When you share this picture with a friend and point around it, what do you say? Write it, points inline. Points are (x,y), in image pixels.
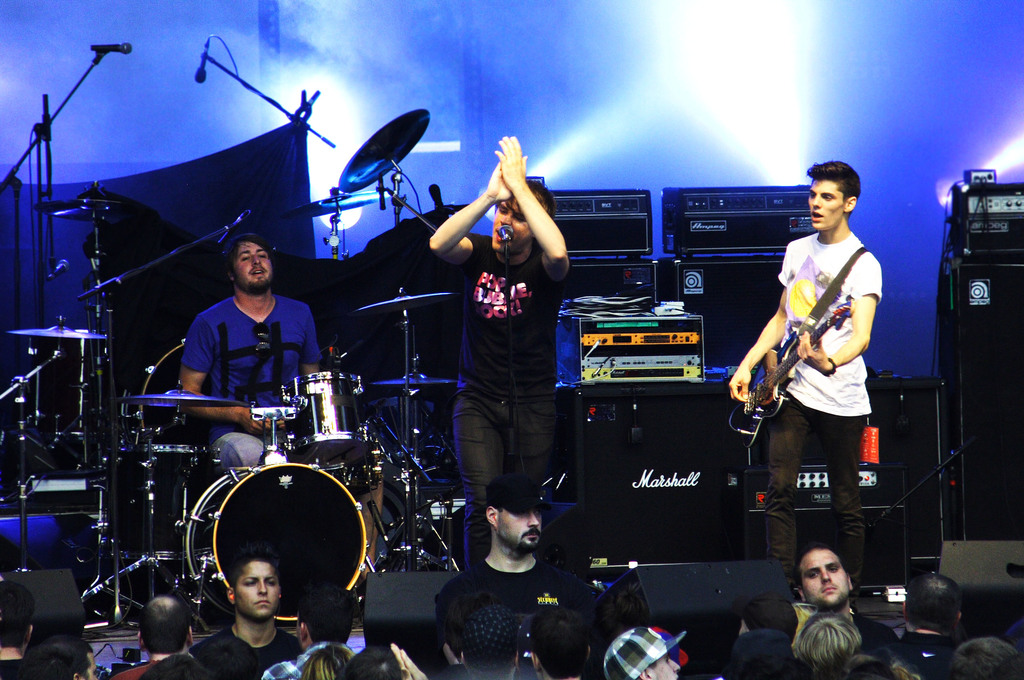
In the image we can see there are many people (523,461) wearing clothes (858,397) and these are the musical instruments (347,395). This is a microphone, cable wire (49,195) and a light (335,123). These are the sound boxes (983,379) and there are audience (344,648).
